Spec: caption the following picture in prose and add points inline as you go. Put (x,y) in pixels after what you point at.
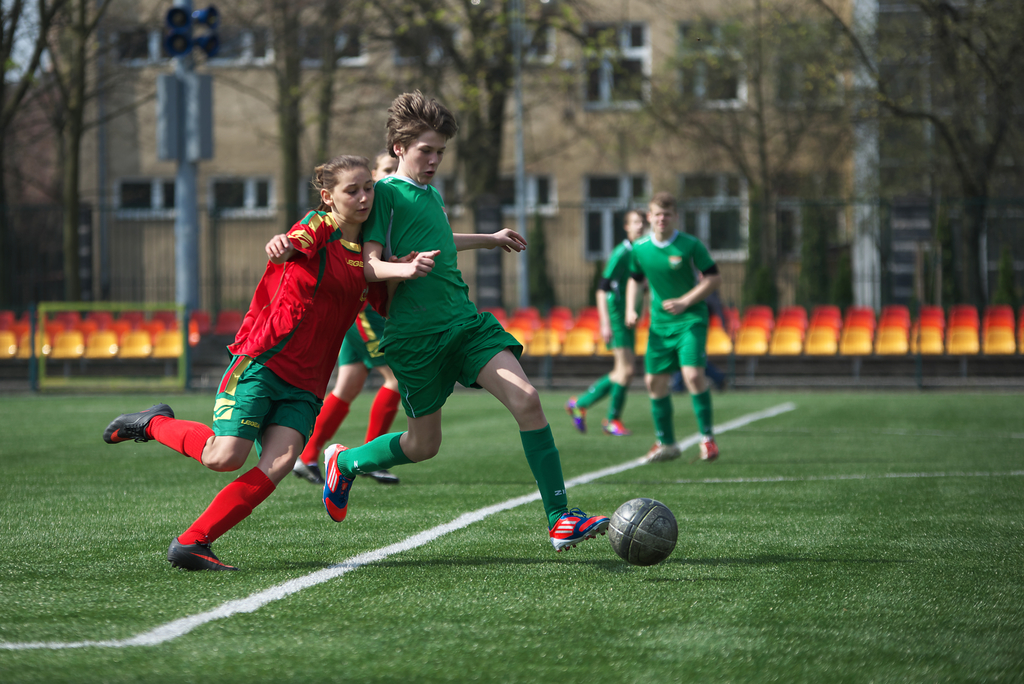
this picture shows few players (441,159) playing football and we see trees (972,201) around and a couple of buildings (916,10) and few chairs (955,340) for the audience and we see a green field (570,484).
